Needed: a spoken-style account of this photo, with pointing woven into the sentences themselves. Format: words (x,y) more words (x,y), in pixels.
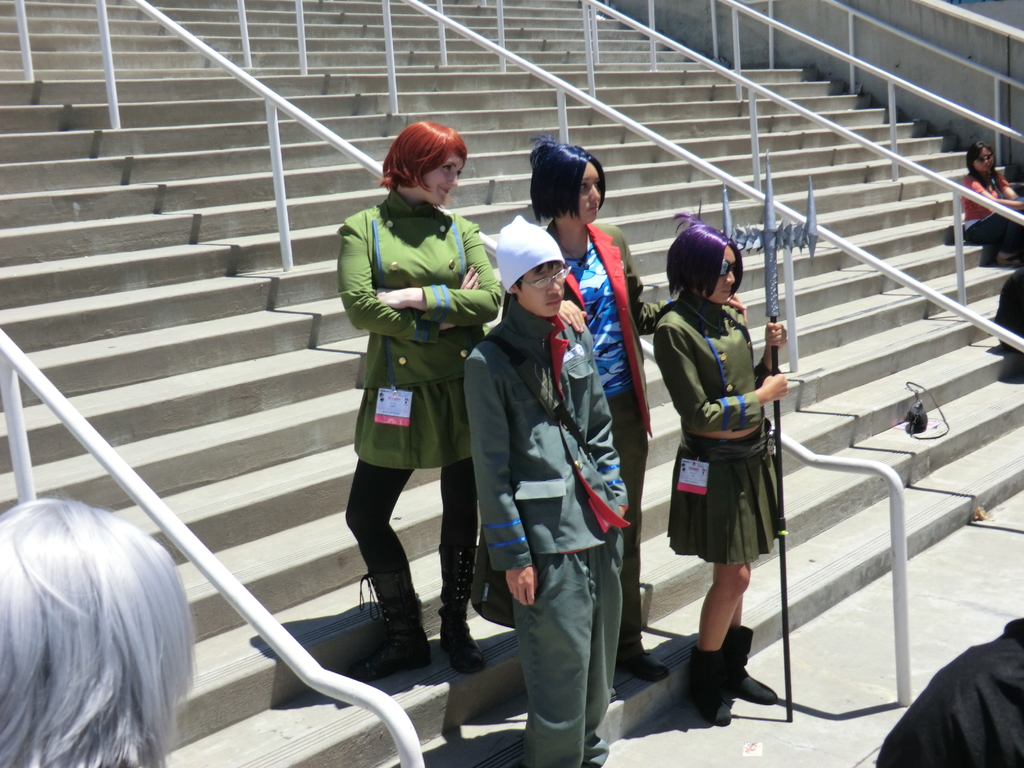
In this image, we can see few people (990,218). Few are standing and sitting on the stairs (123,382). Few people (553,454) are wearing glasses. Here we can see a person (760,387) is holding a weapon (776,445). At the bottom (59,648), we can see human hair (68,657) and cloth (972,706). Background (27,118) there are so many stairs (54,118), rods (25,375). Wall (929,73) we can see here.
